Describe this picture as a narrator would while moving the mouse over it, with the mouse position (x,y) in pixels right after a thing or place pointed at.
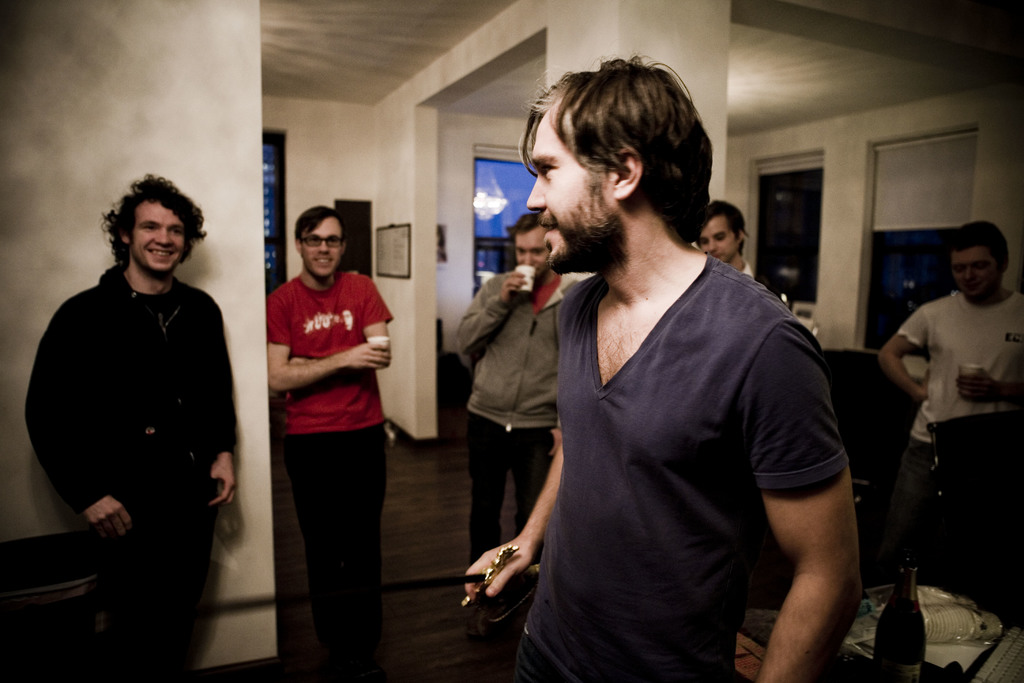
In this image, we can see a group of people (683,291) standing and wearing clothes (333,322). There is a person (181,408) on the left side of the image (144,388) standing in front of the wall (58,258). There is a bottle (897,611) in the bottom right of the image (887,600). There is a window (909,288) on the right side of the image (909,288).
